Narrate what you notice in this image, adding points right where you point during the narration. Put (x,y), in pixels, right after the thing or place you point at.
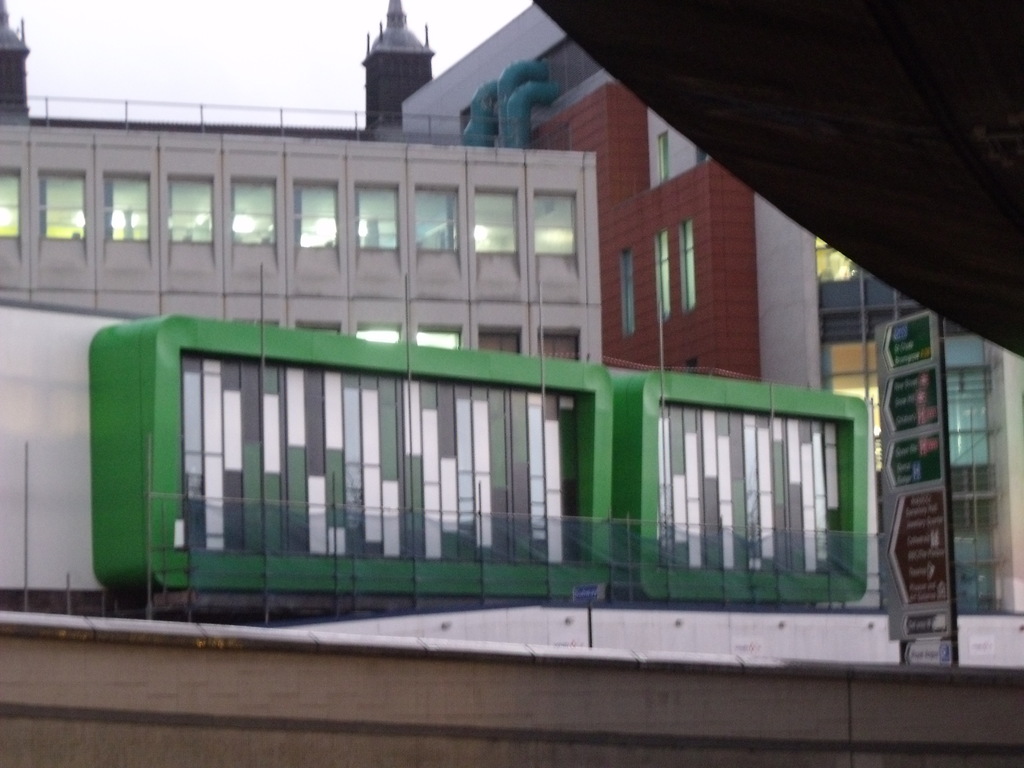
There are some buildings (415,383) as we can see in the middle of this image (450,494) and there is a board (899,475) on the right side of this image (899,475), and there is a sky (270,40) at the top of this image (288,40).
